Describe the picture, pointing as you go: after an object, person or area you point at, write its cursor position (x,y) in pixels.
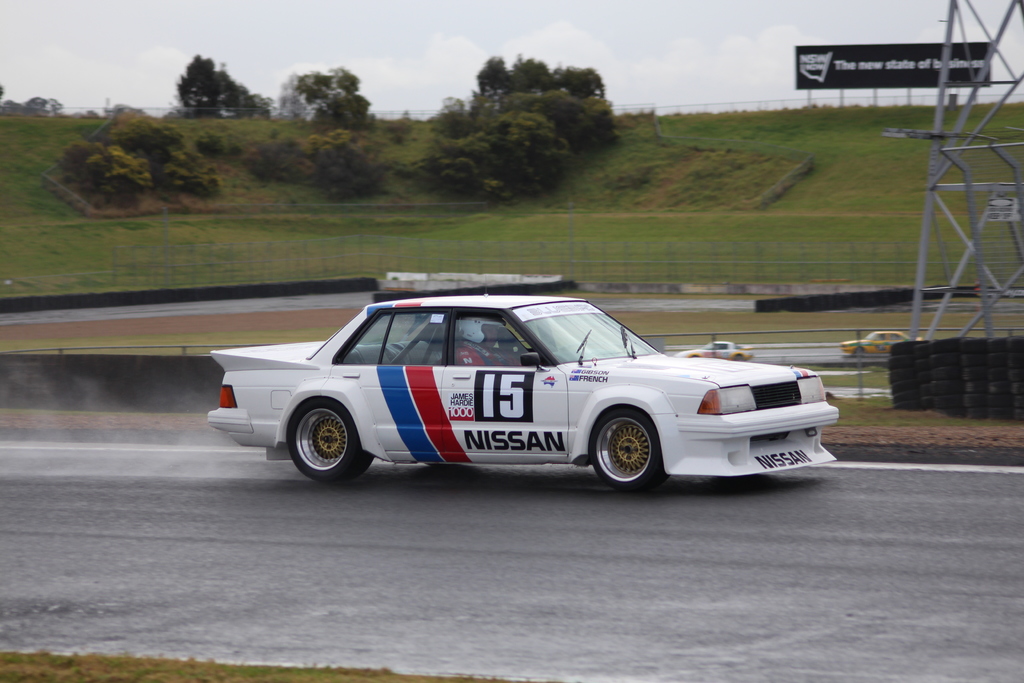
In this image, we can see a car (482,445) on the road (454,524) and in the background (420,262), there is a fence (817,252), tower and there are trees (546,138) and we can see a hoarding (855,71).
